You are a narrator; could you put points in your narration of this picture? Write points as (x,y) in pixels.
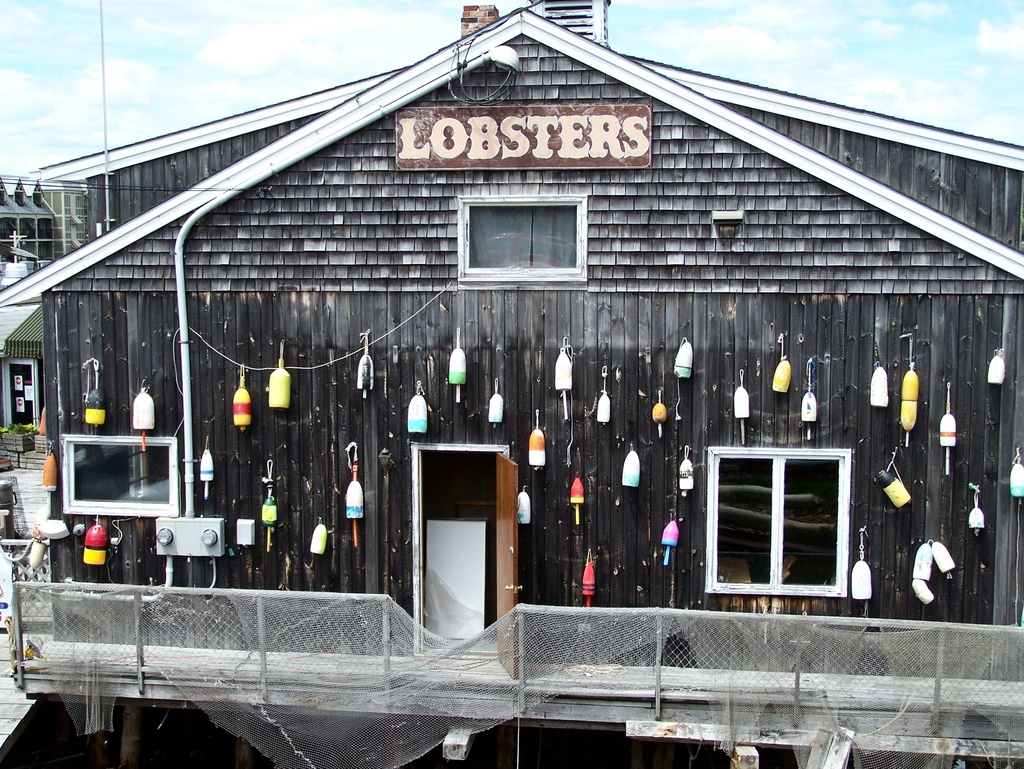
In this image we can see objects (416,412) are hanging on a house (404,419), windows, name board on the wall (402,277) and a door (515,522). At the bottom (958,661) we can see a net (415,633) on the railing (863,620). In the background (27,307) we can see houses (7,219), objects (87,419), poles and clouds (302,81) in the sky (2,99).
